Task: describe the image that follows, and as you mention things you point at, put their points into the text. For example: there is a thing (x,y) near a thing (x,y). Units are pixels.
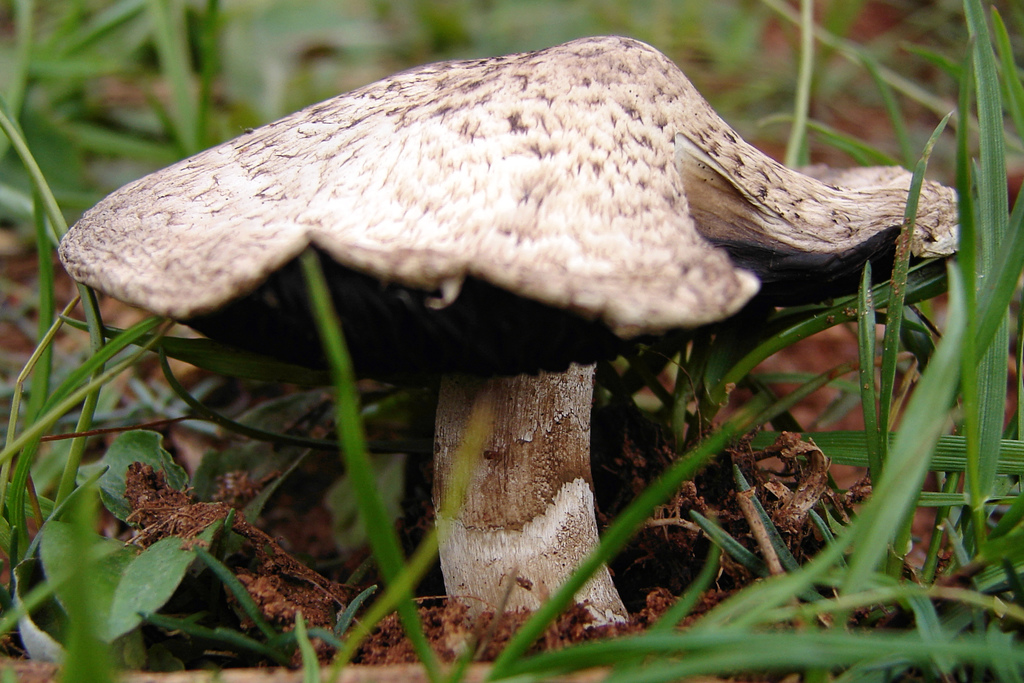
In this image we can see a mushroom (567,312) on the ground (607,405).
